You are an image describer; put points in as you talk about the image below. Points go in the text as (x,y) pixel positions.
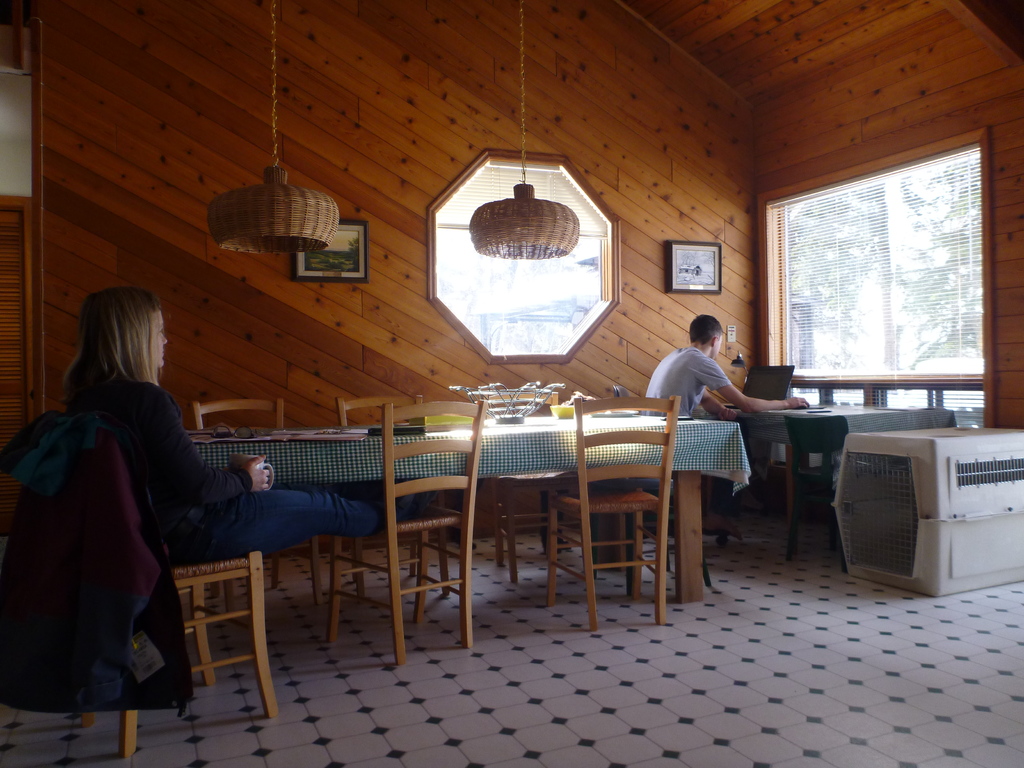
In the image we can see the people (196,473) are sitting on chair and on table (762,414) there is laptop (776,392) and in bowl (526,402) there are food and there are lamps (286,229) which are hanging from the top and the house (530,66) is of wood (1014,60). There is a pet crate (950,512) over here on the wall (649,255) there is photo frame (688,267).
